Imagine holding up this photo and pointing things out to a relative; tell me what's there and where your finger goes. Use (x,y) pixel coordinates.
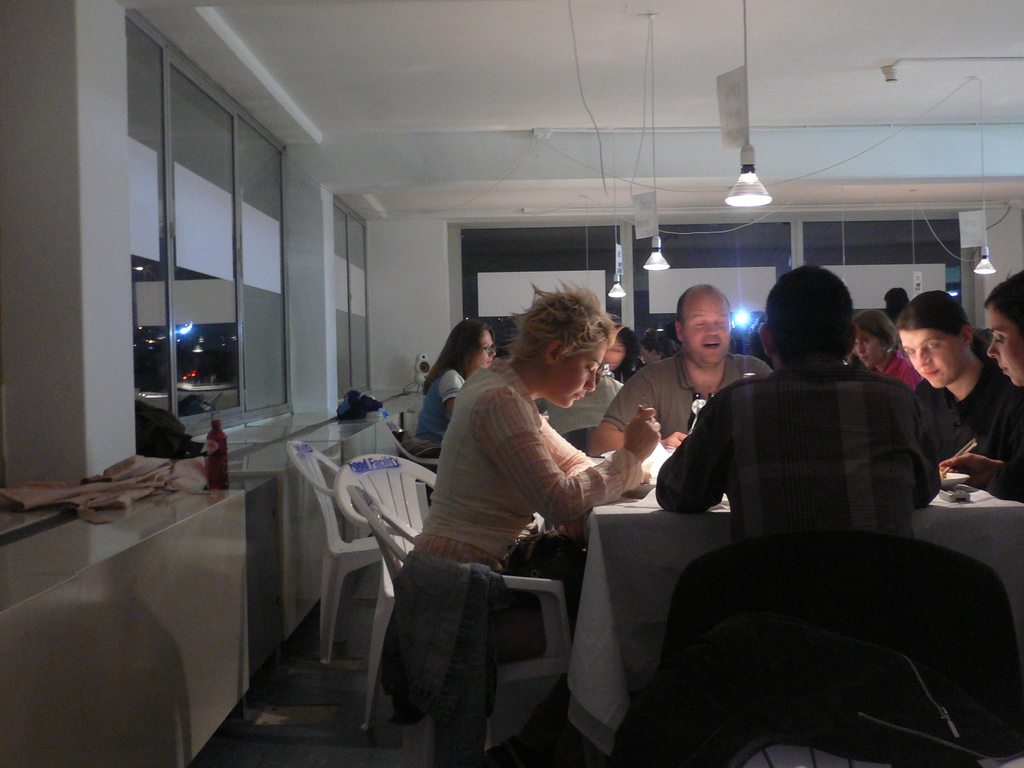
A group of people (985,441) are sitting together around the table (581,614) on the chairs (560,651) there is a light (741,205) in the middle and a glass wall (254,333) in the left (220,336).
